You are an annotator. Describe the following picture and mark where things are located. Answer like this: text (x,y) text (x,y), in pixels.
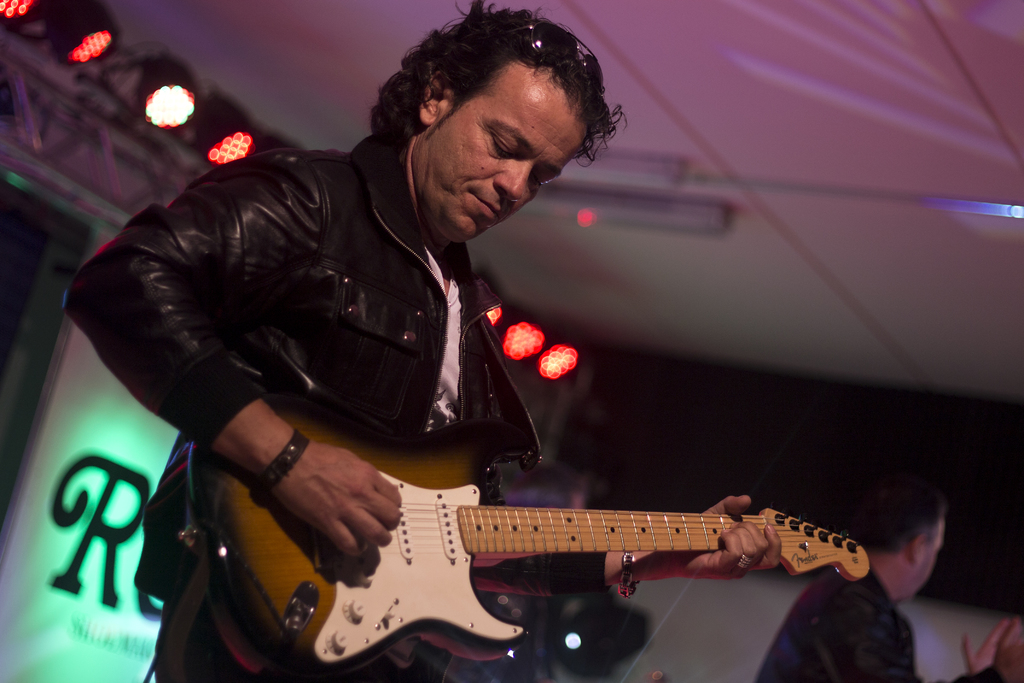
A man (406,668) is playing the guitar (430,514) He wear a coat (156,517) shirt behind him there is a banner (123,542). and here all the disco lights (158,114).
